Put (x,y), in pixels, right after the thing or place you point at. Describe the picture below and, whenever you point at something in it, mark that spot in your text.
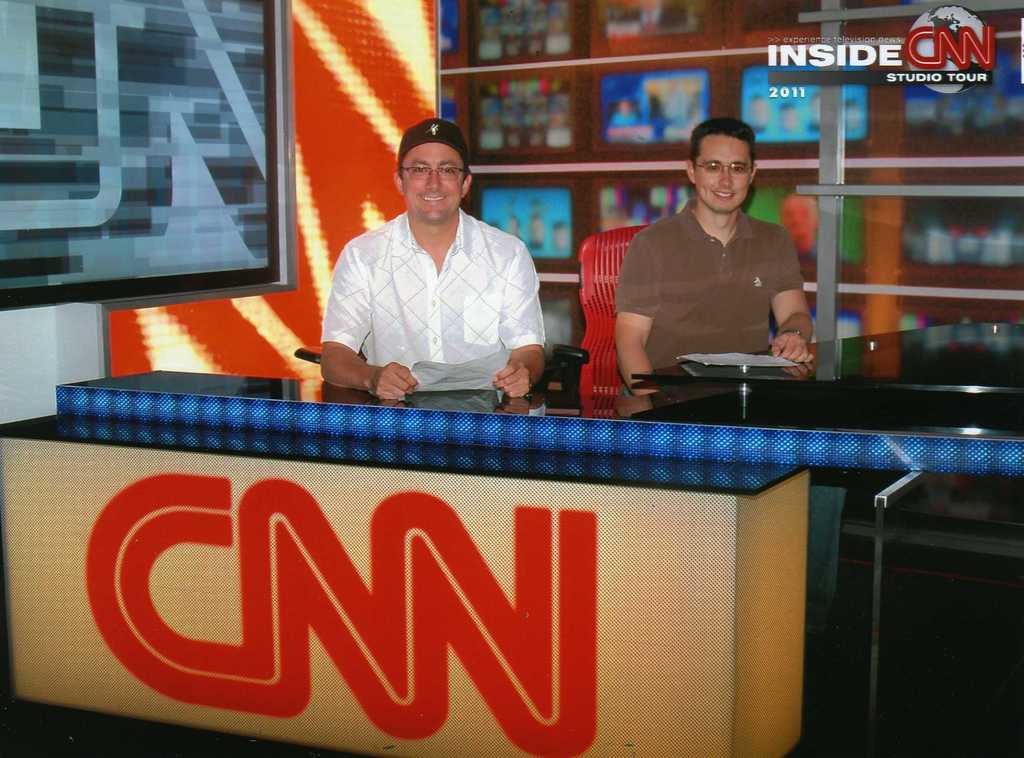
In this image it look like it is a news channel office (229,558) in which there are two reporters (651,258) sitting in the chairs (595,318) by holding the papers (726,354). In the background (534,101) there are so many televisions (686,99).
